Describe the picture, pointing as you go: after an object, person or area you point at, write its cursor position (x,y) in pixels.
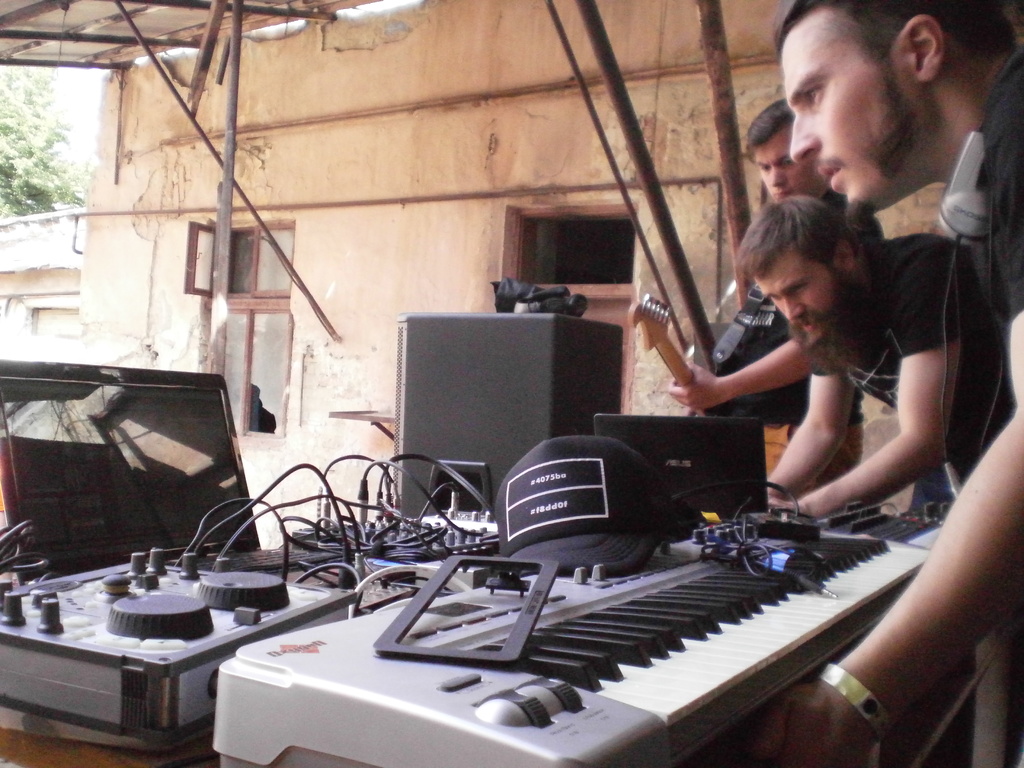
As we can see in the image there is a peach color wall (360,187) and three people (870,143) standing over here. The man (746,330) who is standing is holding guitar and there is a musical keyboard (549,595) over here.
